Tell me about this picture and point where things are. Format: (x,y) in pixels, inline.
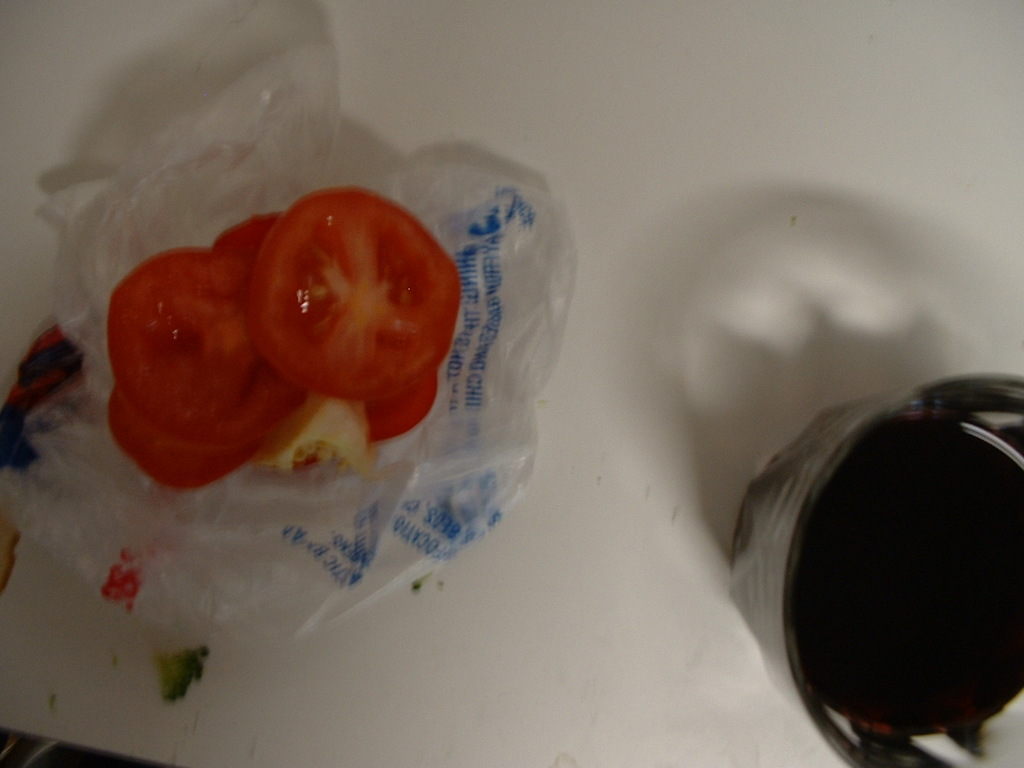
In this picture there are few sliced tomatoes (333,308) placed on a plastic cover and there is a glass of drink (925,554) in the right corner (924,564).
